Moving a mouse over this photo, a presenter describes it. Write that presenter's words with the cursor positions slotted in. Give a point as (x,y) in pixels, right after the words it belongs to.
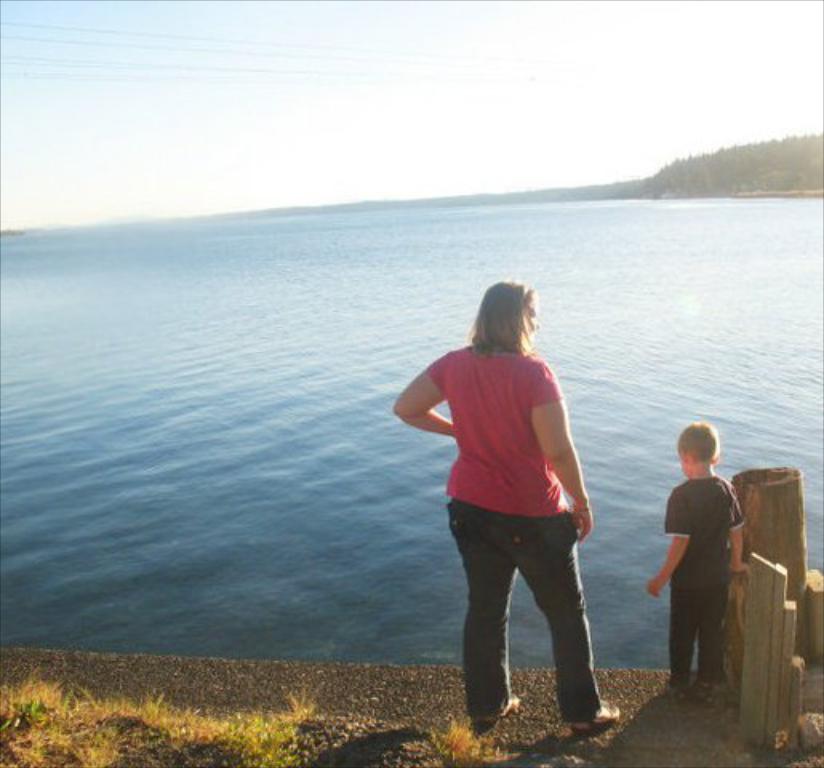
In this image two people (587,629) were standing on the road (427,704). In front of them there is a river (566,275) and at the back ground (652,184) there are trees (700,175) and sky (437,89).
